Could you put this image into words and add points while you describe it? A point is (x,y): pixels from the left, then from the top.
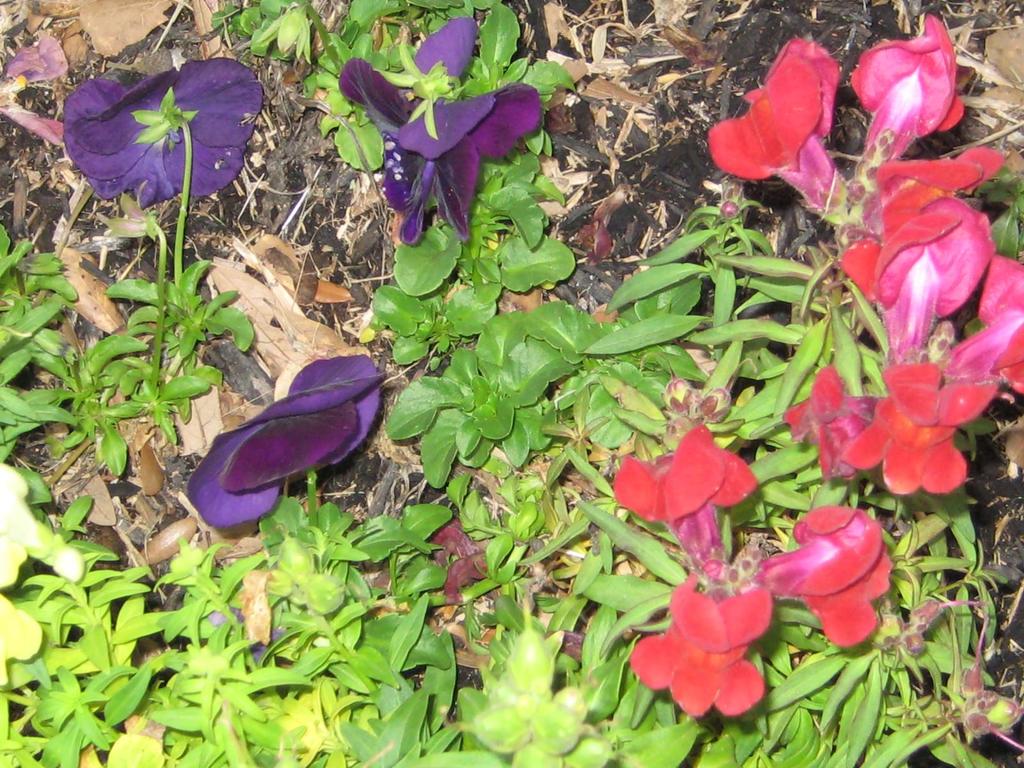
In this image we can see some flowers (980,391) which are of pink red and violet color and there are some leaves (493,427).
